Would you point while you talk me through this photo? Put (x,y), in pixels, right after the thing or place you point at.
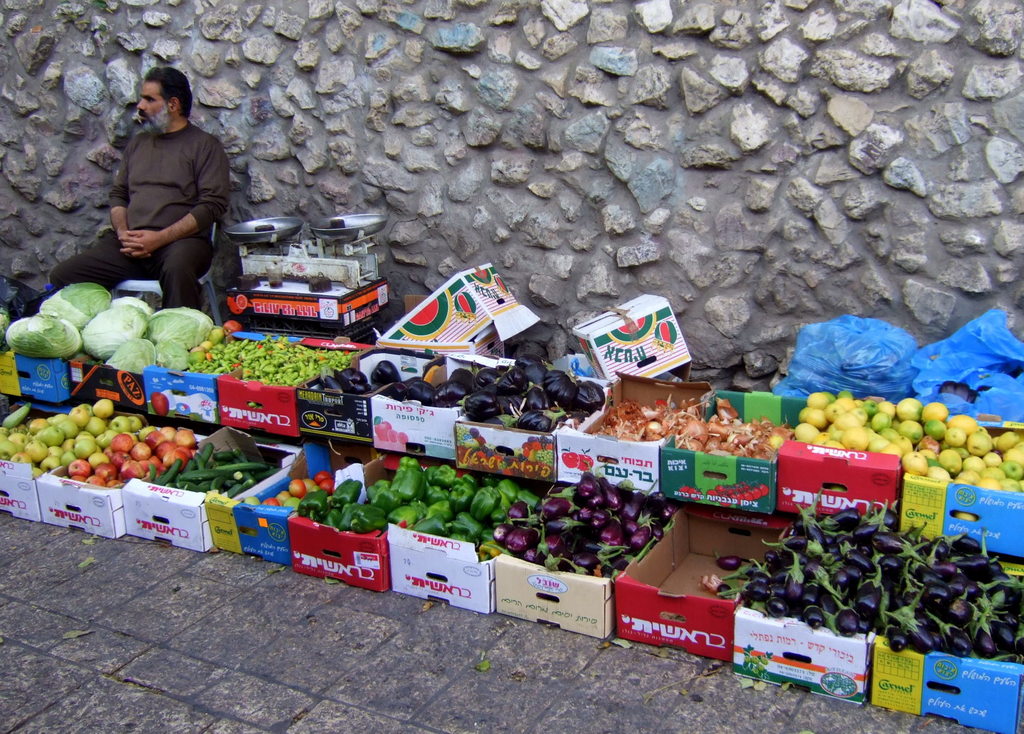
In this picture I can see a man (148,212) is sitting on a chair (156,293). Here I can see a weight machine (294,252). On the right side (691,556) I can see some boxes (720,515) on which I can see some vegetables (397,490). In the background (646,176) I can see a wall (646,176).
